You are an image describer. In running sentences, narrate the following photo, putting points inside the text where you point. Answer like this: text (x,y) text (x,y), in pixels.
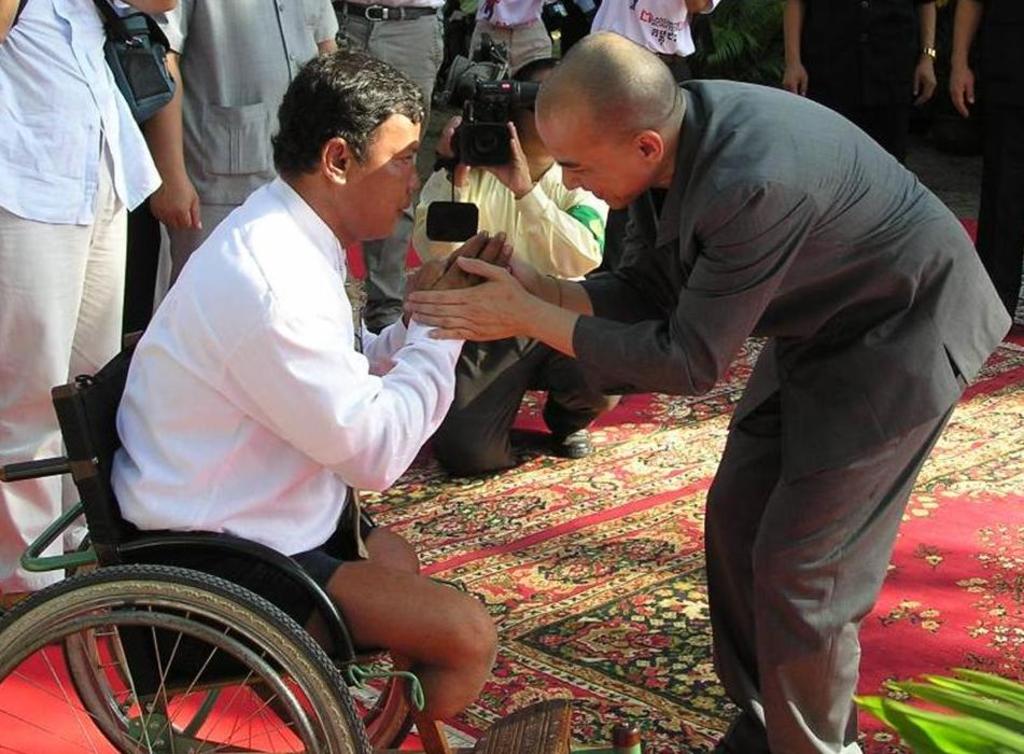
This is the image of a few people (993,39) who are standing in the background (135,315), in this image we can see a person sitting on a wheel chair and we can also see a person (627,288) standing in front of him. In this image we can see a person (517,201) with a camera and there is a carpet (664,619).
